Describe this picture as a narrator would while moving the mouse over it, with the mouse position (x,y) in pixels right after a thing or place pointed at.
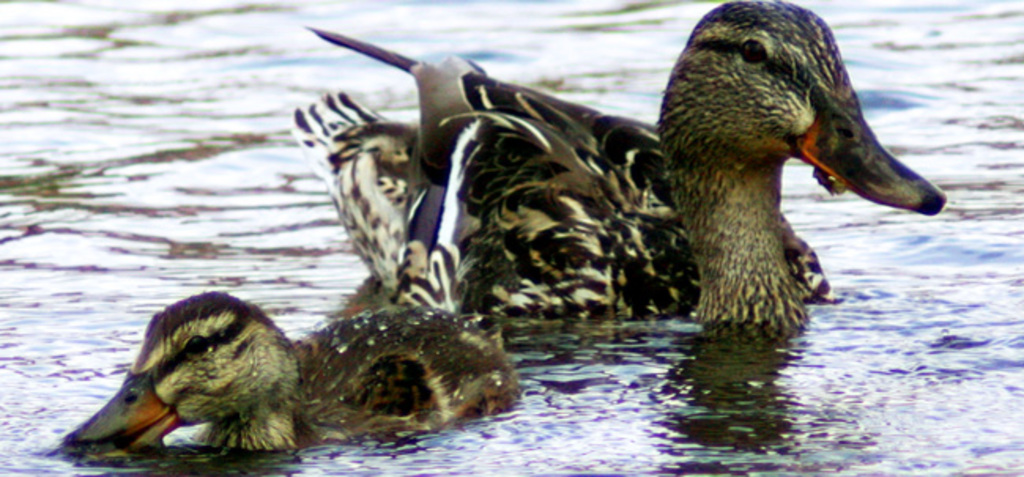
In this image in the front (531,282) there are aquatic birds (498,261) in the water (690,457).
